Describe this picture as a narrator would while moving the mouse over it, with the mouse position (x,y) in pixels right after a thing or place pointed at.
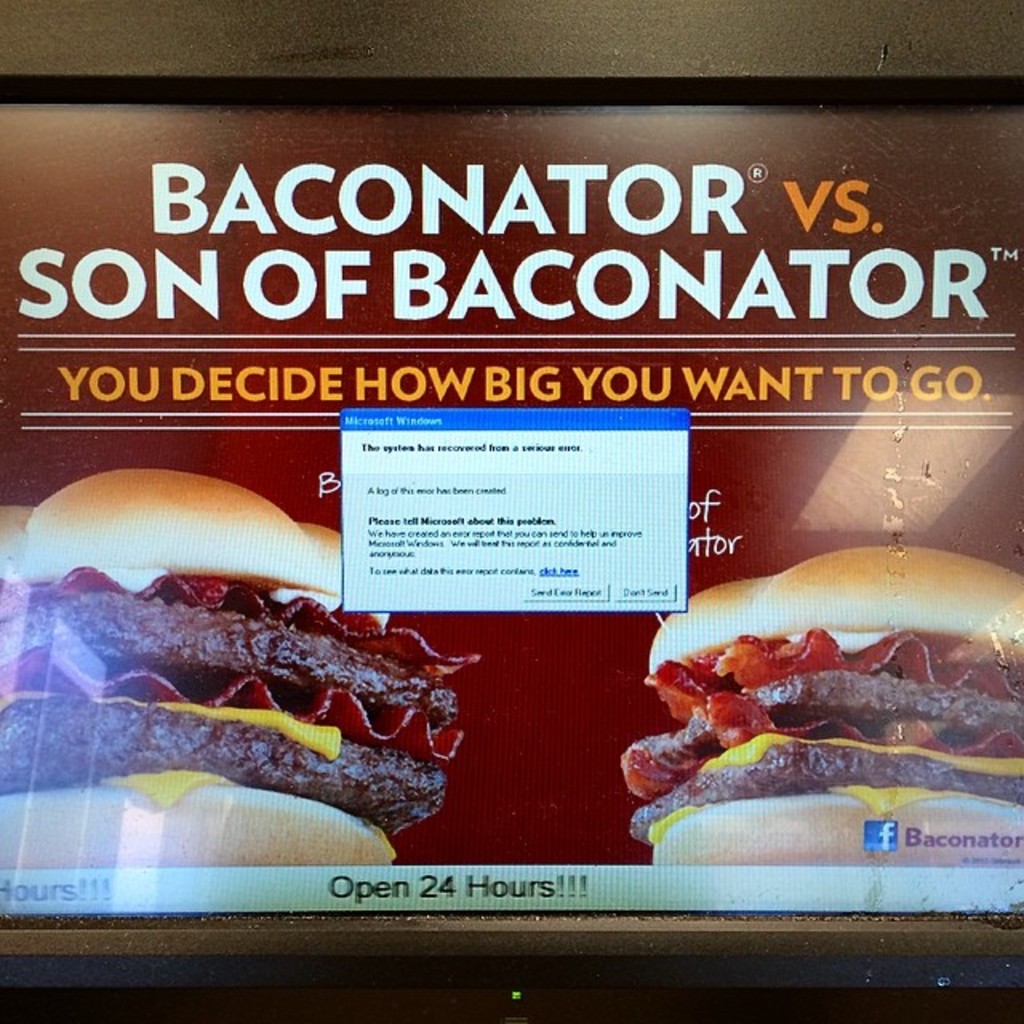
In the foreground of this image (544,461), there is a screen (585,635) on the wall (539,24) and we can also see some text (527,299), a dialogue box (585,415) and images of burger (784,744) on the either side to the image.
